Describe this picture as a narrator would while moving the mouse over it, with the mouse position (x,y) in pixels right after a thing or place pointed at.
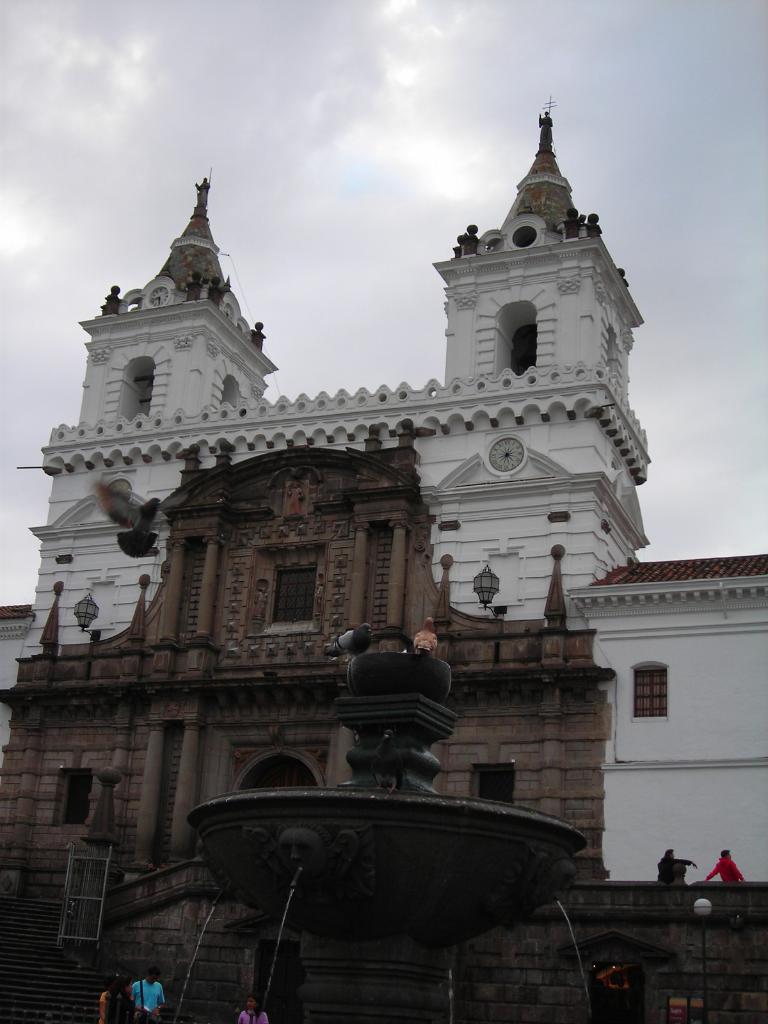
In this picture I can see buildings (346,586) and I can see few people (118,1008) and it looks like a fountain (353,905) and I can see couple of birds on the fountain (374,735) and I can see cloudy sky (418,166).
